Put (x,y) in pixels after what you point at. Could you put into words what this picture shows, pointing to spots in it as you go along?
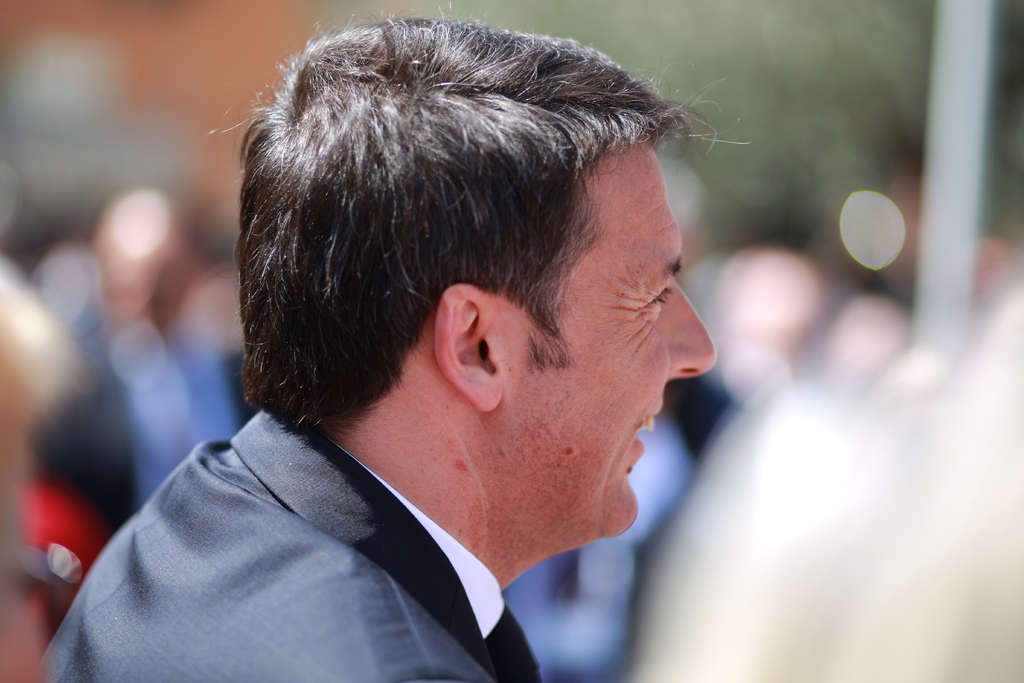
In this image we can see a person (416,443) and a blur background (661,3).
